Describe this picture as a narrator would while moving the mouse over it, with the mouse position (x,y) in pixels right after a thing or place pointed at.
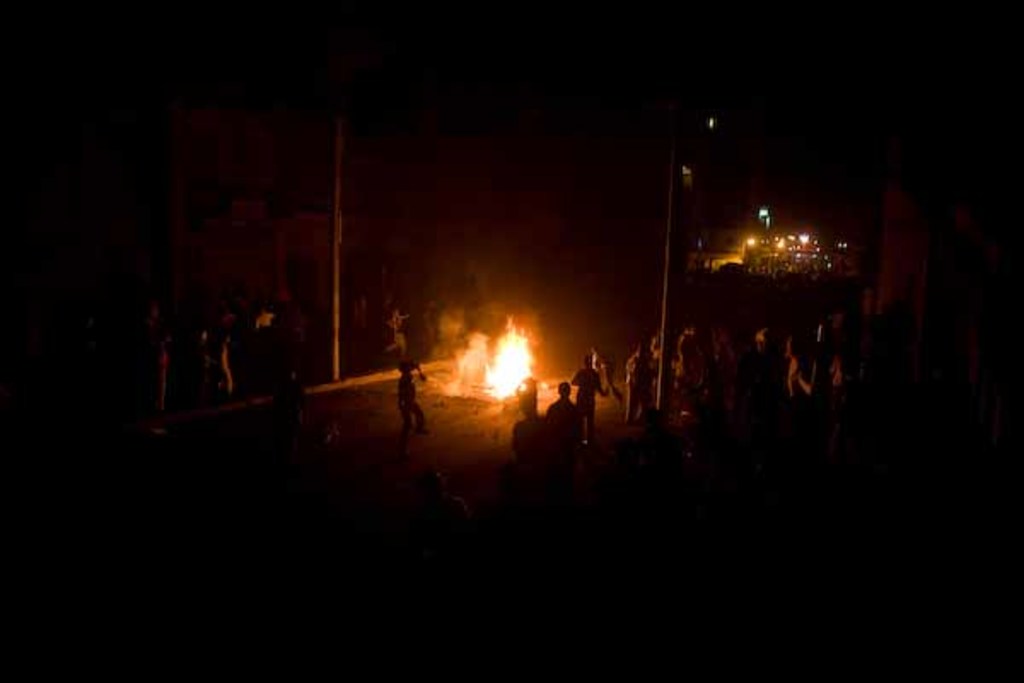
In this picture we can see the fire (515,369) in the center of the image (490,380). Behind there is a group of people (749,361) standing around the fire (511,354). Behind there is a dark background (166,141).
